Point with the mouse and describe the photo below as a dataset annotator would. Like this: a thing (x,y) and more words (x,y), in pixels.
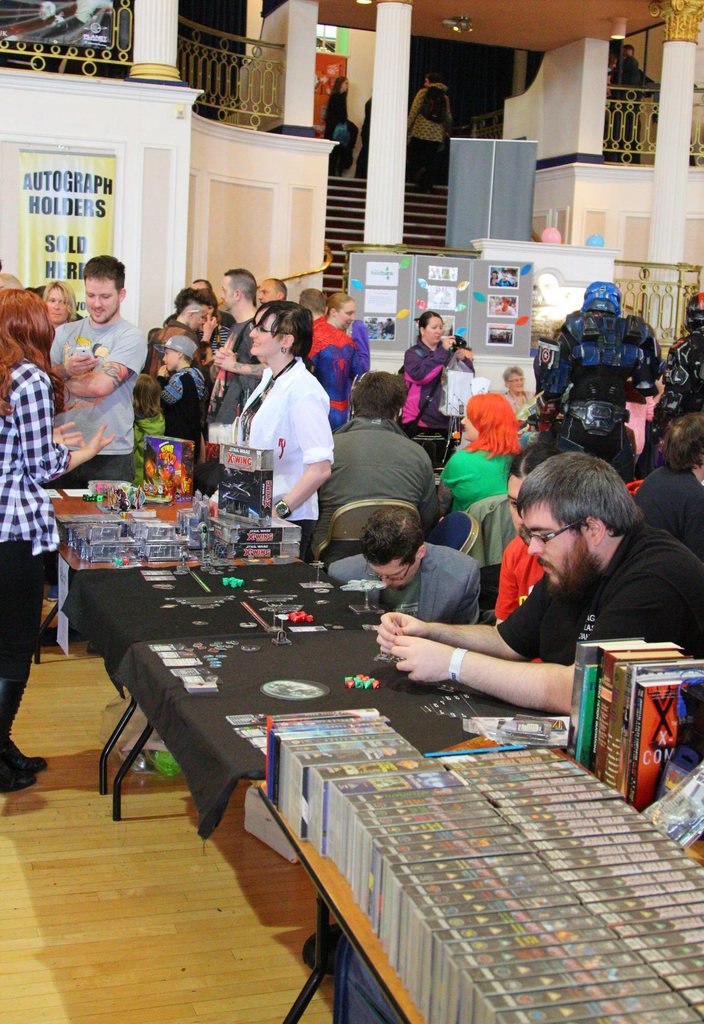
People (390,450) are sitting on the chair (359,515), on the table (238,598) we have books (439,808) other objects (434,833) and people (249,378) are standing, here there is building (258,77) and the poster (43,199).
